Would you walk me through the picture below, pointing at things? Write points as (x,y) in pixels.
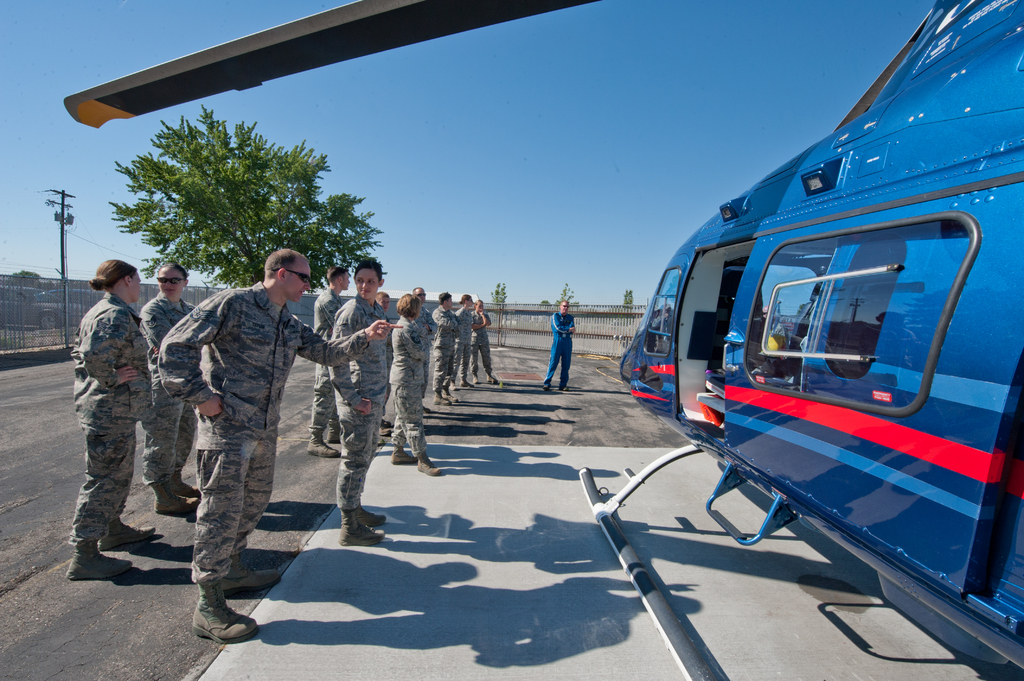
This is an outside view. On the right side (767,307) there is a helicopter (840,316) on the ground (479,420). On the left side (135,406) few people (271,319) are standing facing towards the right side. In the background (517,334) there is a fencing (549,324) and trees (203,210). On the left side (72,216) there is a pole (58,214). At the top of the image (596,82) I can see the sky (651,86) in blue color.
